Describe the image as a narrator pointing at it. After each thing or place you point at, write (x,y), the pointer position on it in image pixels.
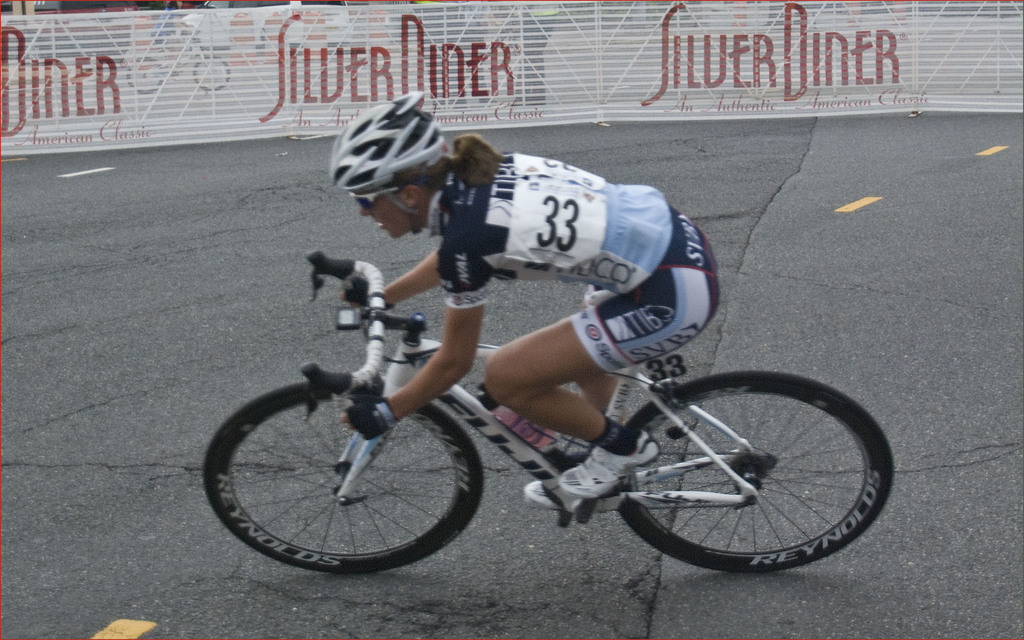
In the image there is a lady (499,272) in sports dress (484,259) riding bicycle (456,464) on the road (821,293), in the back (62,49) there is fence (259,78).
